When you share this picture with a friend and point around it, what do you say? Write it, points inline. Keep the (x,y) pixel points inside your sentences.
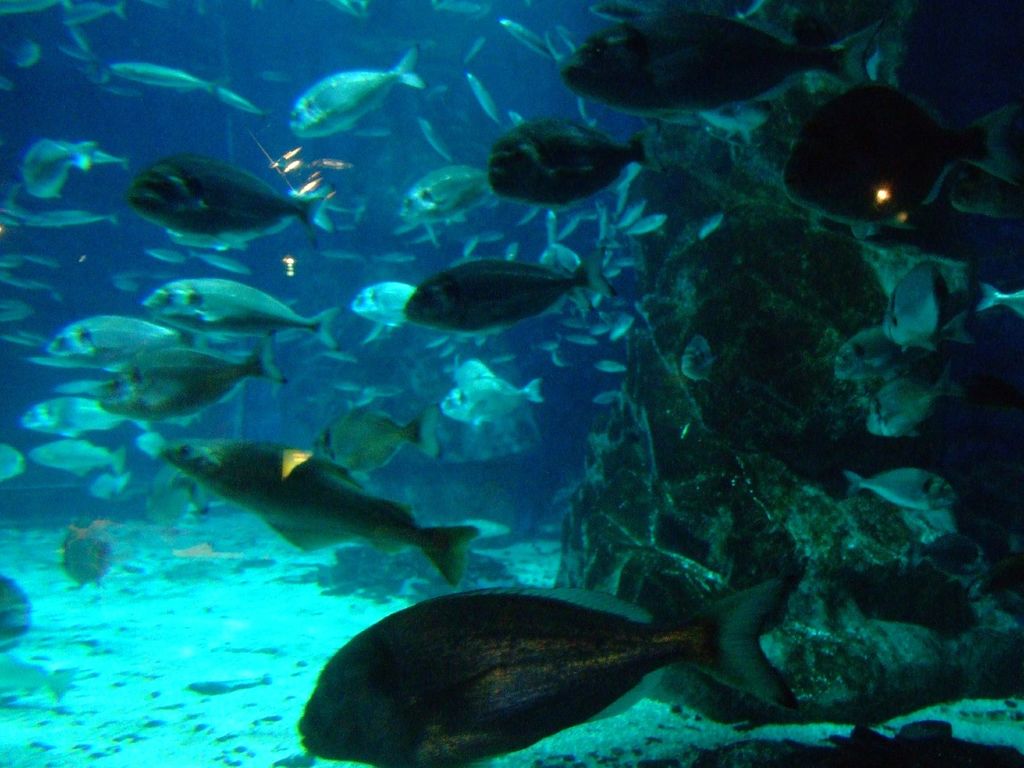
In this image we can see underwater. There are fishes (437,274) and some other things (802,423).
